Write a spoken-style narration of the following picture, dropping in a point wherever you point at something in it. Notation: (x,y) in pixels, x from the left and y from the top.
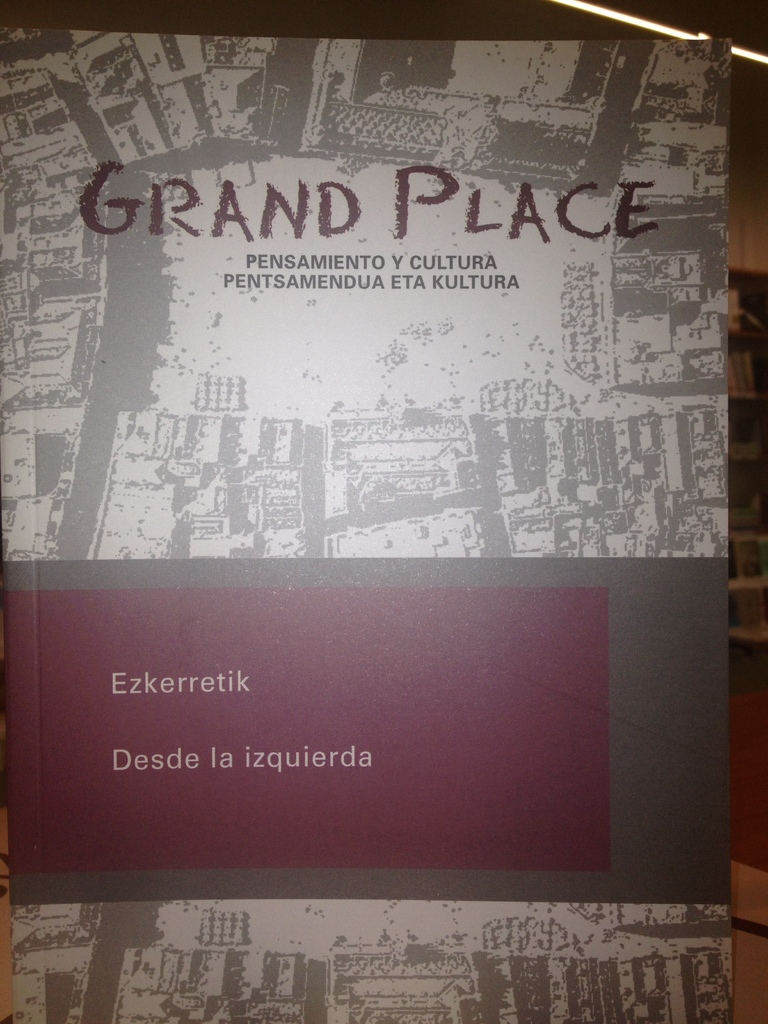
In this image we can see a book (524,823).
